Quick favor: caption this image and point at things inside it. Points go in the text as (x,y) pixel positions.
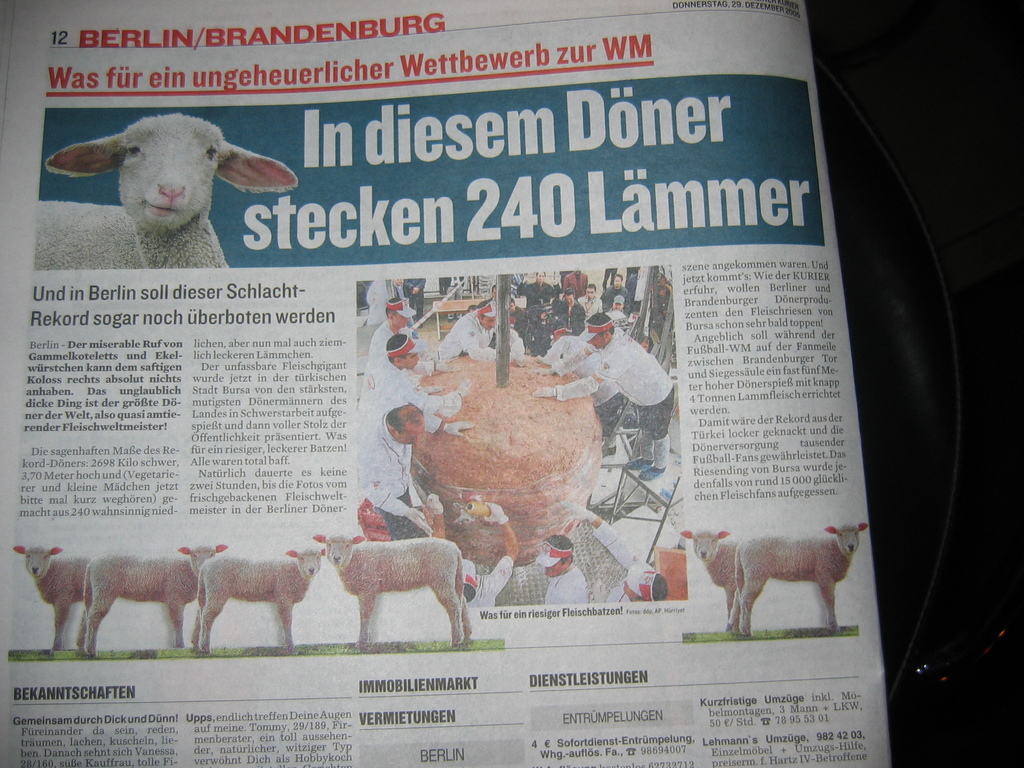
In this picture we can see a paper (813,715), there is some text (257,457) on this paper (303,256), we can also see pictures (493,587) of sheep (243,181) and some people (538,310) on this paper (474,359).
